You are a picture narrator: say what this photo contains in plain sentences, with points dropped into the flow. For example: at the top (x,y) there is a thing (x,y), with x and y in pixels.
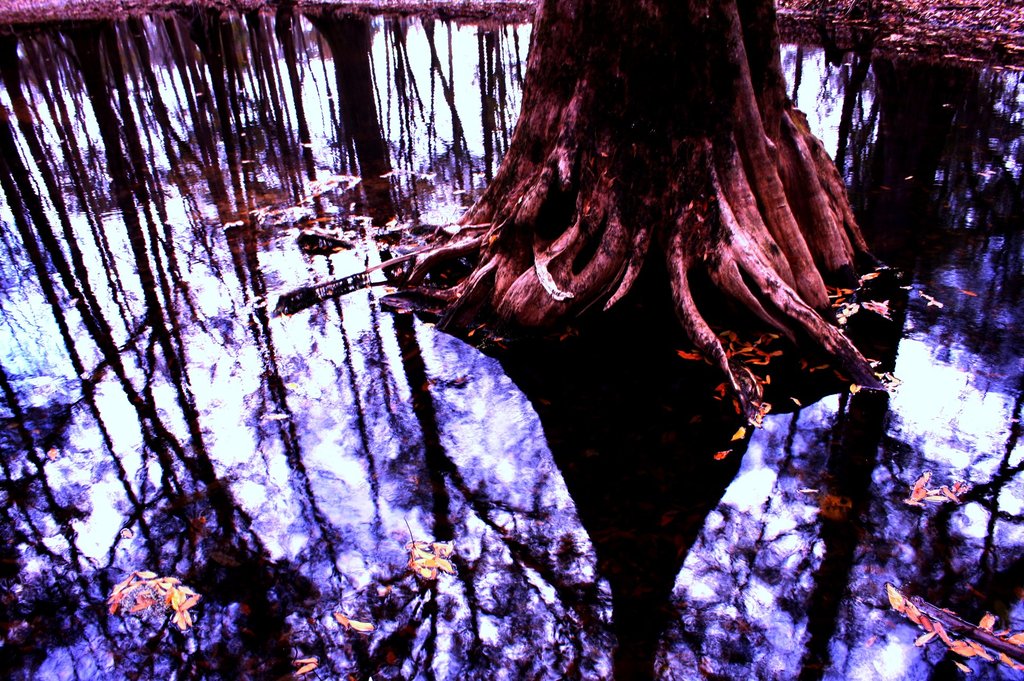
In this image, we can see a tree trunk (777,278) and there are some trees (369,133).
